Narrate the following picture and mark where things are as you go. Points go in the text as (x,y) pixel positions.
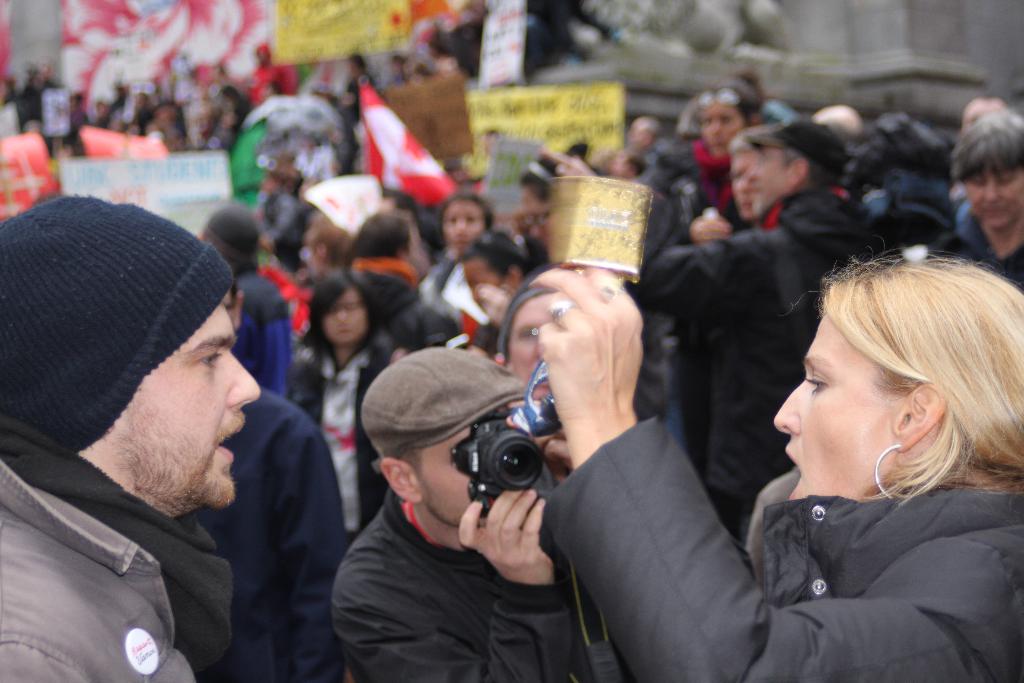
In the image there are many people (280,213) holding flags (414,146) and banner (579,133), this seems to be a strike, In front (424,464) there is man (434,488) capturing in camera (517,473) of a woman (876,482) shouting.
